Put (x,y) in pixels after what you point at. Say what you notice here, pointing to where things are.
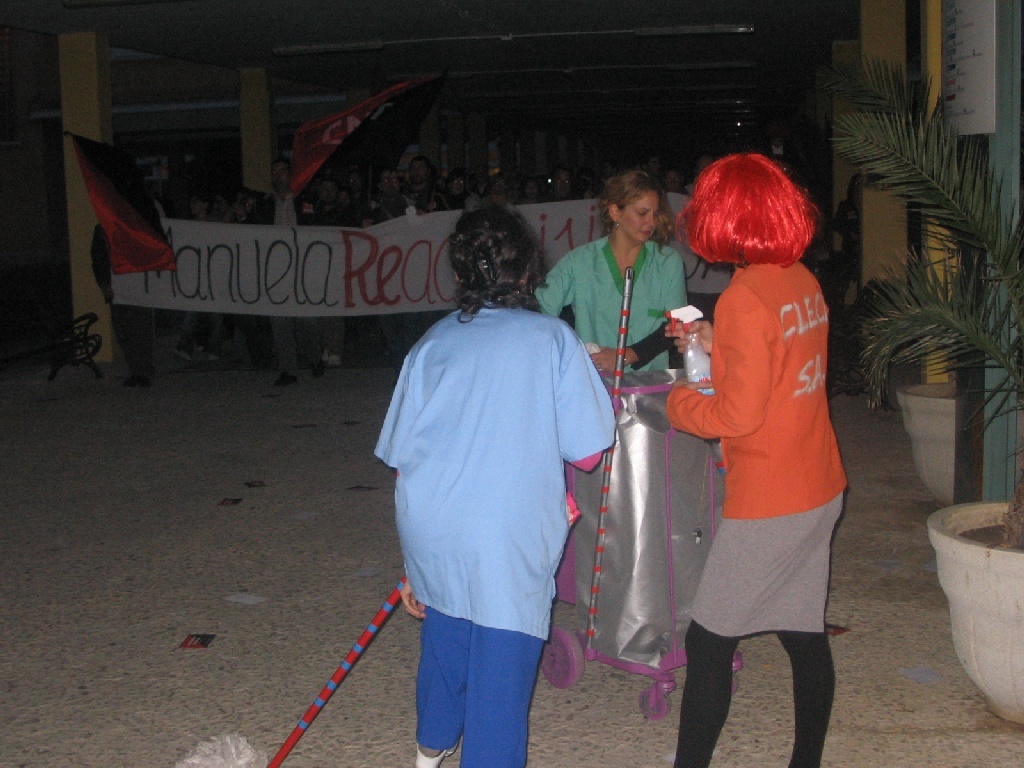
In this image we can see some people (527,459) standing on the floor (328,597). In that a woman (742,523) is holding a trolley (672,536) and a spray bottle (693,355) and the other woman (532,550) is holding a mop stick (363,633). We can also see some plants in pots (966,647) and a pole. On the backside (393,347) we can see a group of people (269,189) standing holding a banner (555,256) and some flags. We can also see a chair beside a pillar (96,360) and a roof (246,66).
